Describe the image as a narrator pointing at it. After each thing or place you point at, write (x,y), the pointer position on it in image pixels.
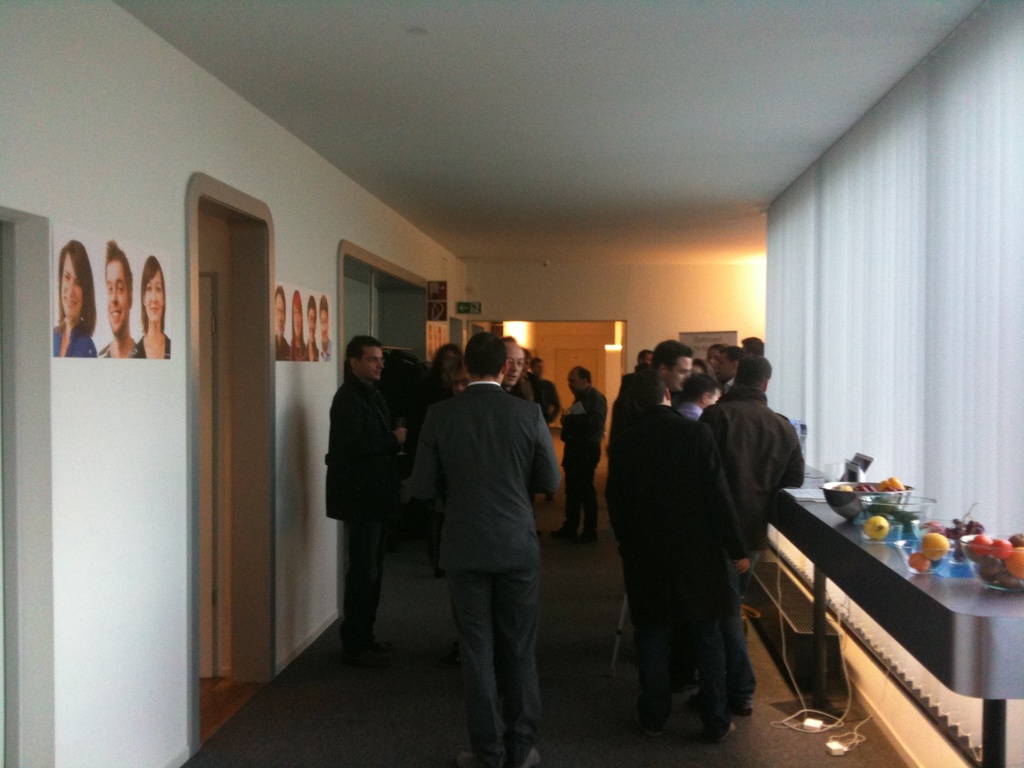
In this image there are group of people (702,469) standing in a hall (505,265). In the center (490,470) the man (484,496) is walking at the right side (757,443) the person (754,459) is looking at the table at the left side (338,483) the man (369,431) is standing. In the background (290,324) at the left side (290,324) there is a posters (303,319) attached to the wall (137,180). At the right side (929,558) there are the fruits (940,548) kept on the table (894,610), and the window (924,269) covered with curtain (890,331) which is white in colour.
